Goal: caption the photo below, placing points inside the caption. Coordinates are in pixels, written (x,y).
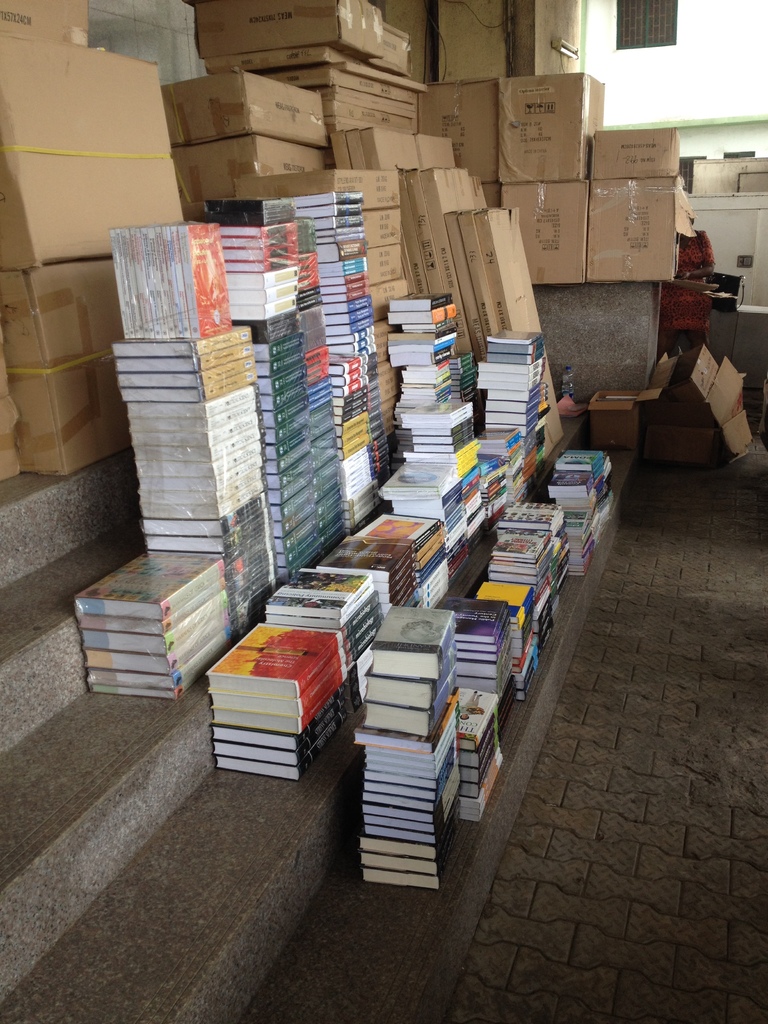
In this image, there are some books (146,682) on steps (148,729). There are some boxes (403,59) at the top of the image (211,144).
